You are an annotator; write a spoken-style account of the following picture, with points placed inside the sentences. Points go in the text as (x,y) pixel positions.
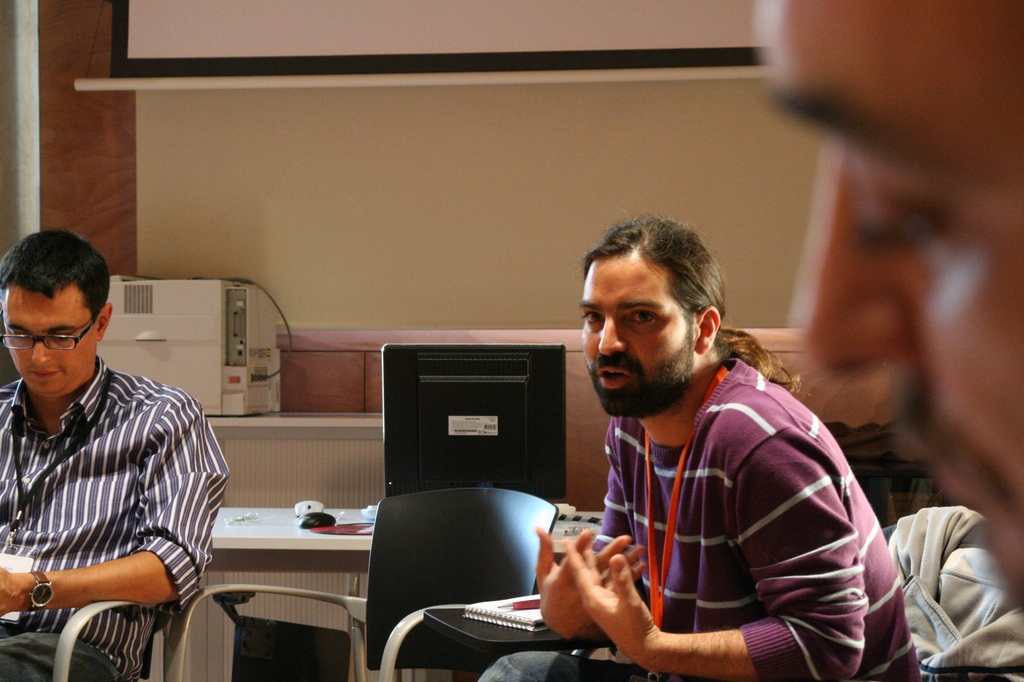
In this image there are 2 persons (172,531) sitting in chair (465,654) and in back ground (457,514) there is mouse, monitor (517,468), chair (478,540), table (339,546), screen (417,14), jacket (956,552), another person (940,444).
